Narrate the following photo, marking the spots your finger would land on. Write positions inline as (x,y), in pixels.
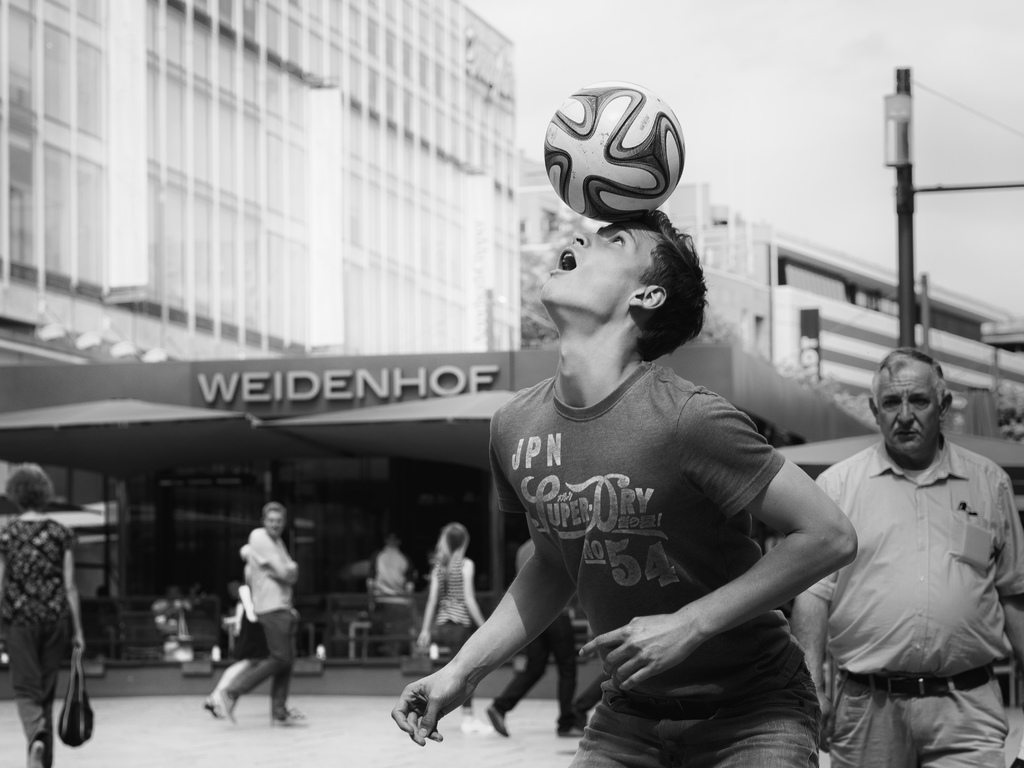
In the picture I can see people (514,585) are walking on the ground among them the man (563,441) in the front (607,563) is holding a ball (602,211) on his head (624,295). In the background (496,497) I can see buildings (506,328), the sky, a pole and some other objects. This image is black and white in color.
